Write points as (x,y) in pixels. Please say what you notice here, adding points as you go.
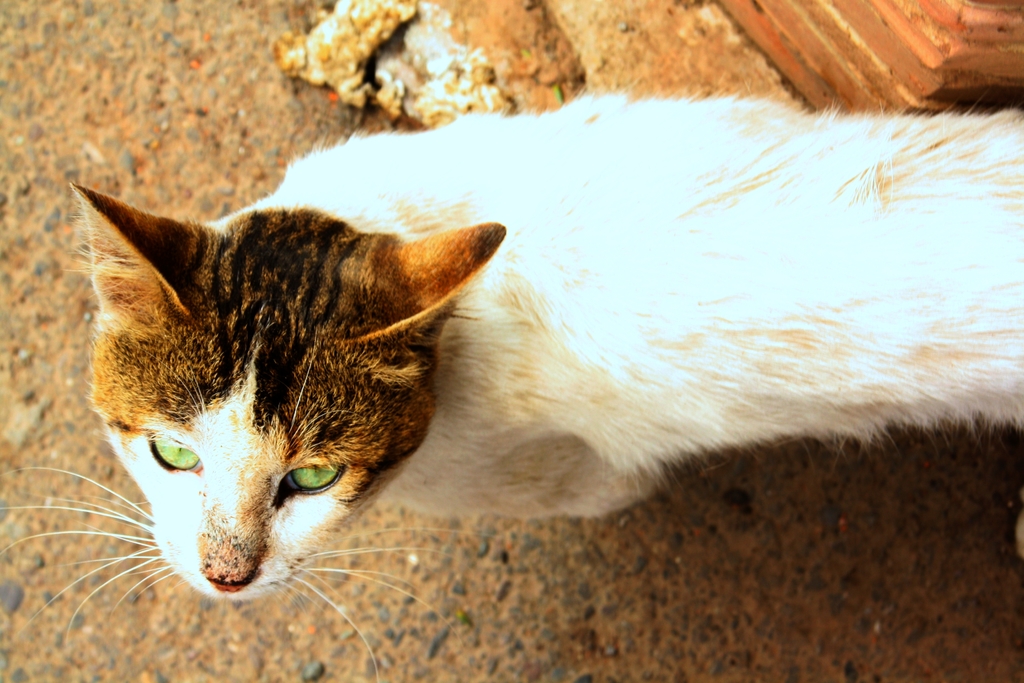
In this image, we can see a cat (732,255) which is colored white and brown.
